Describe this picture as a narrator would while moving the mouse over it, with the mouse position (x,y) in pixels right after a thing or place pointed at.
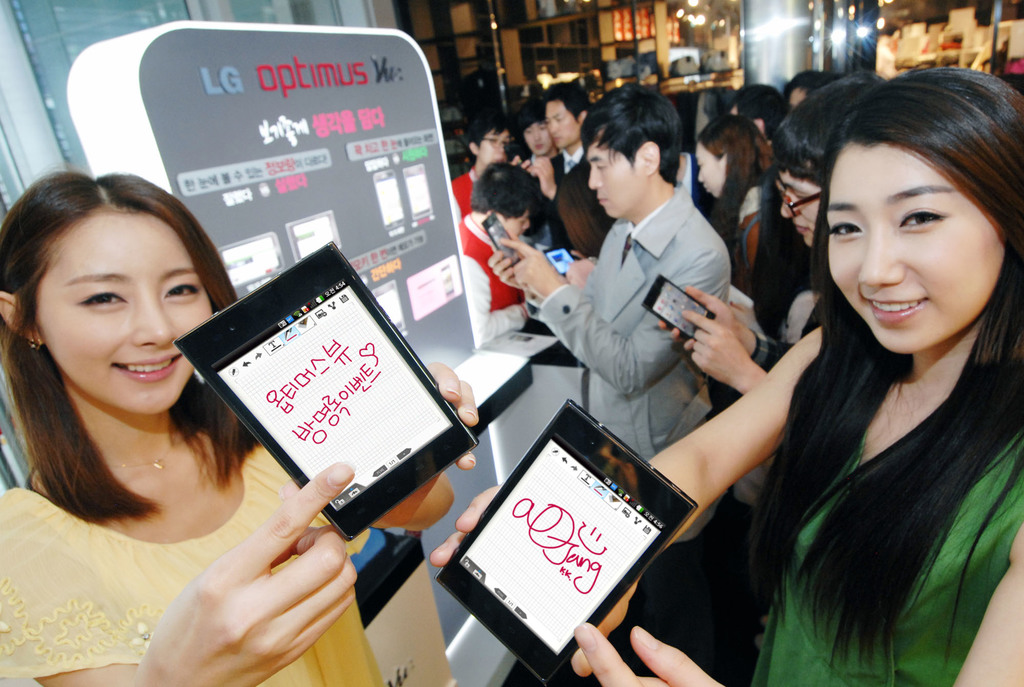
In this picture we can see some persons (645,254) standing holding phones (341,365) near the posters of optimus and in background (462,114) we can see racks (536,60), light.
